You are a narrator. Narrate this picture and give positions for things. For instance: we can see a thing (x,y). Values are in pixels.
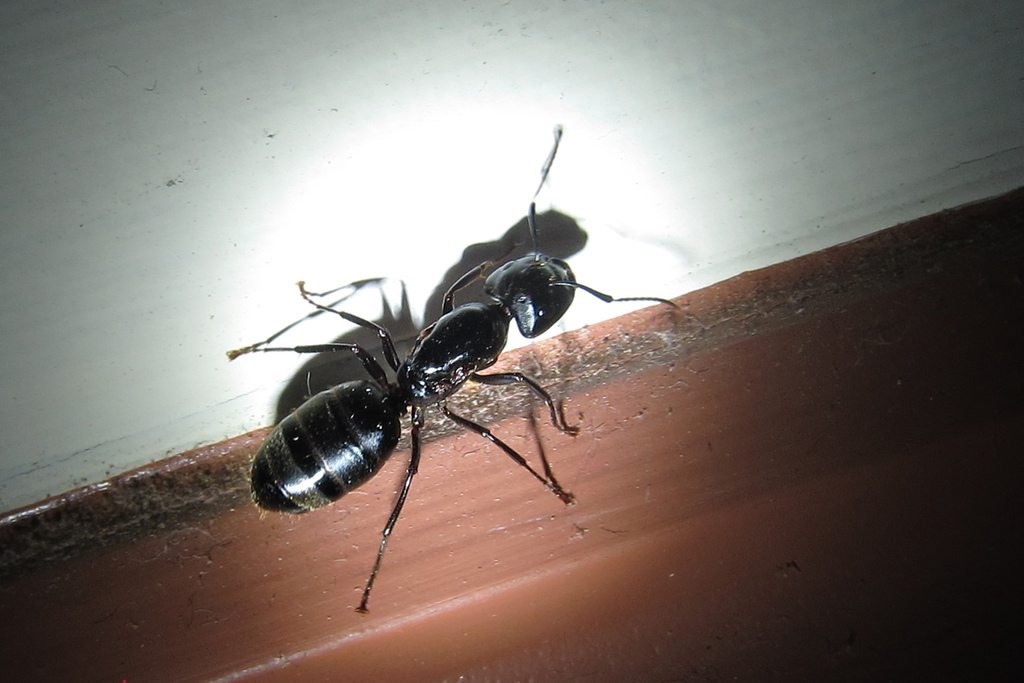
In this image I can see an insect (540,276) in black color and the insect (435,371) is on the white and brown color surface (597,307).
